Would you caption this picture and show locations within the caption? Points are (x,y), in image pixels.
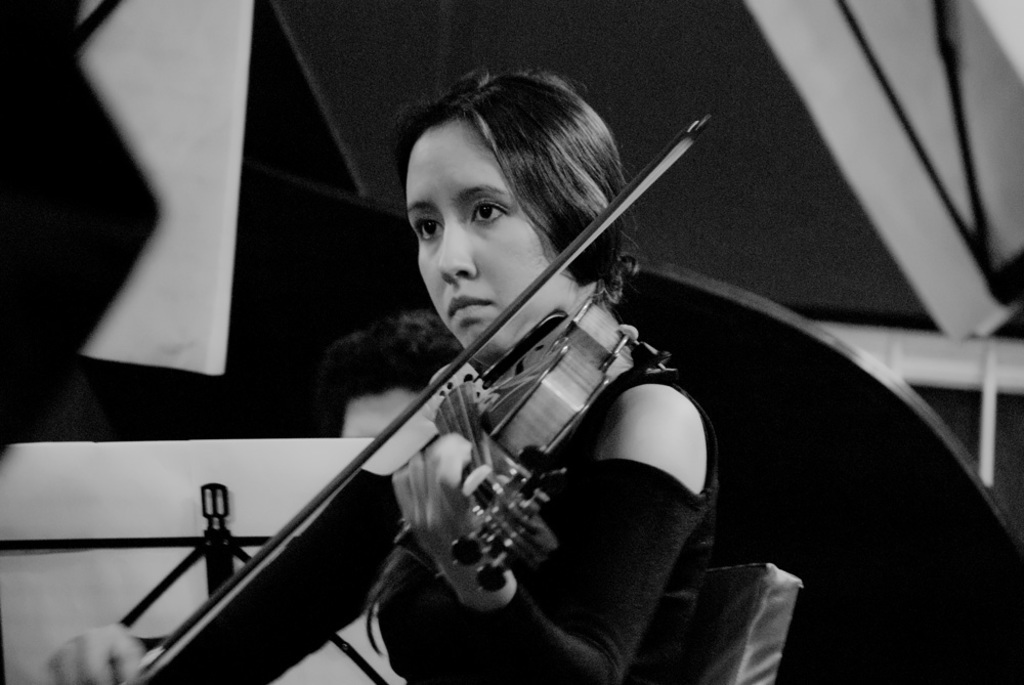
In the center of the image (400,416) a woman (536,88) is sitting, she is playing violin (480,494). On the left (206,497) there is a stand (195,553). In the background (864,41) there many stands (235,152).
